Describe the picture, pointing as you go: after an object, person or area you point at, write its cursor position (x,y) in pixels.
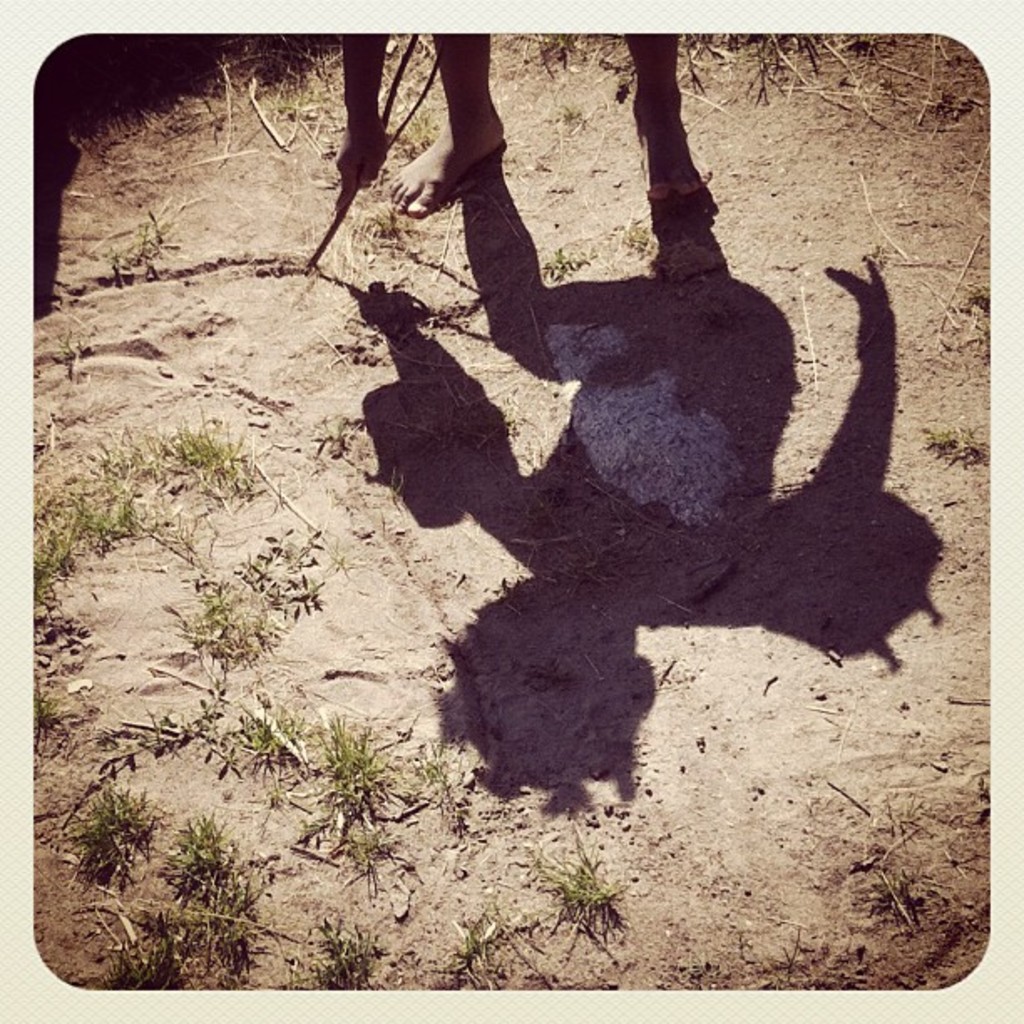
In this picture we can see a person (479,121) holding a stick (395,92). In front of this person (447,69) we can see plants (366,830) and shadow (656,322) of this person (458,75) on the ground (795,675).
